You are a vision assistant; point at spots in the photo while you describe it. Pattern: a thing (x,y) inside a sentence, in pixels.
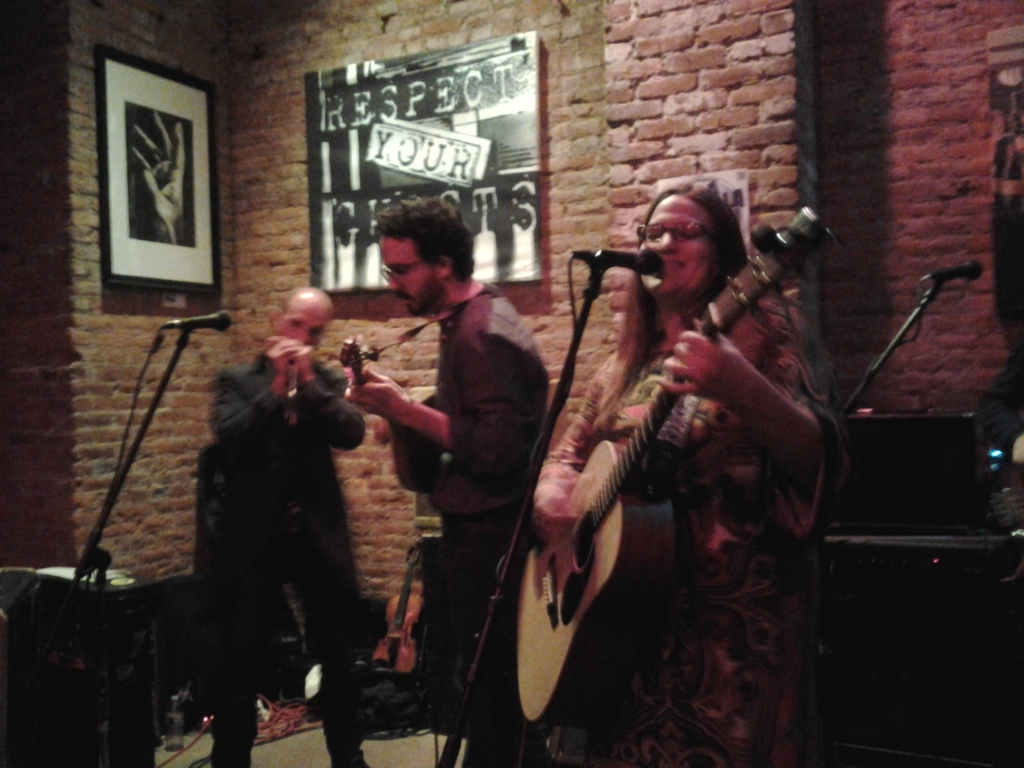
There are three persons (475,420) playing music and singing in front of a mic (542,445) and in background (683,105) there is a brick wall (653,102).
